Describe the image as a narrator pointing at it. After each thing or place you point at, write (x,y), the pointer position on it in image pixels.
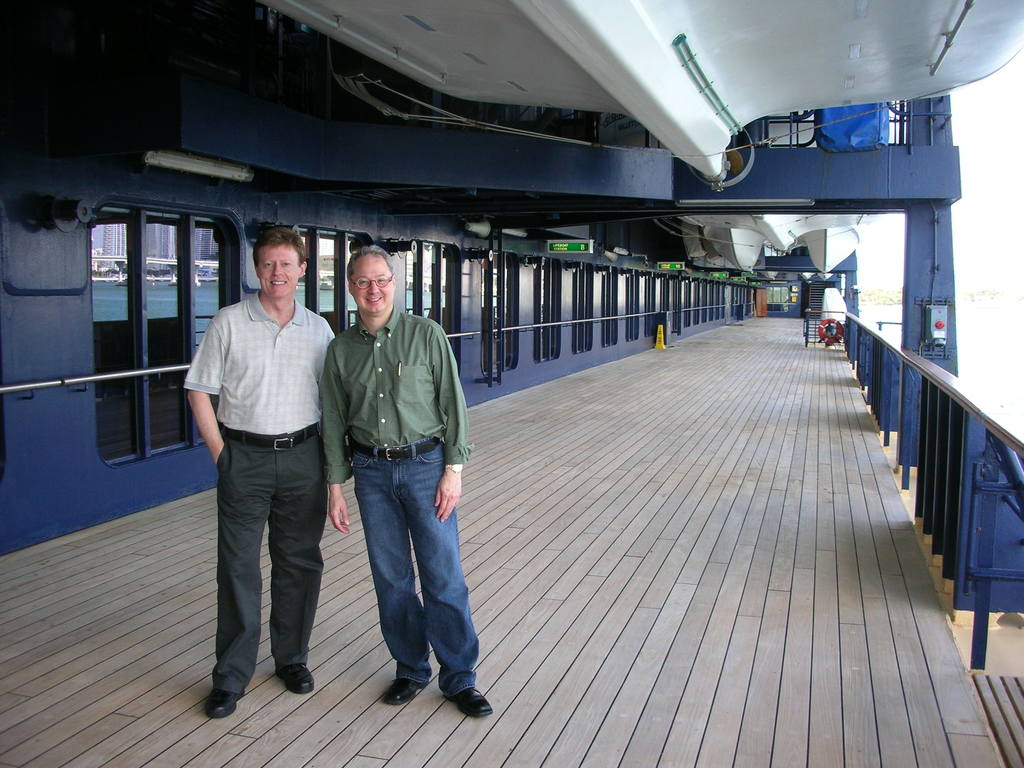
In this image we can see there are two people (345,440) standing on the floor (646,534). On the right side (920,406) there is a railing (869,359) and a red color object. And at the left side (244,218), it looks like a room (589,294) and boards (664,264) attached to it. And there are stairs (815,295) and yellow color object (660,331).
